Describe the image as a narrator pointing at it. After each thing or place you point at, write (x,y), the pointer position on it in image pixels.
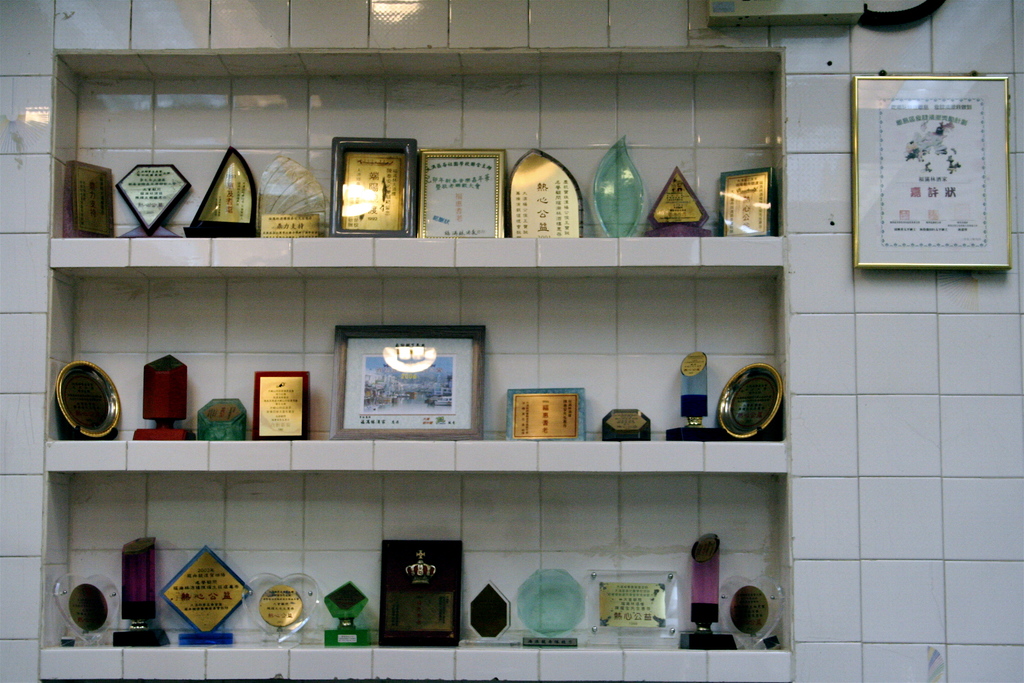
In the image we can see a wall (467,98), on the wall (248,102) there are some frames (914,183) and shields (752,366).
